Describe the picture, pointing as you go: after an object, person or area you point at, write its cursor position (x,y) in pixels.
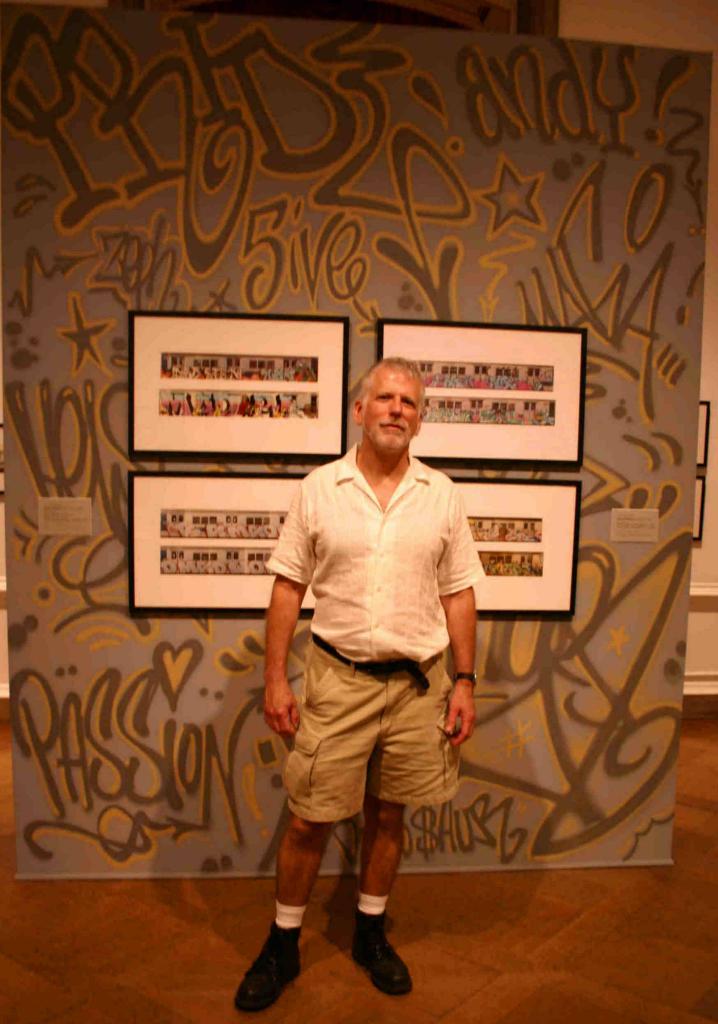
In this picture there is a person (430,543) wearing white shirt (410,575) is standing and there are four photo frames (493,537) attached to the wall (456,470) in the background (485,398).
